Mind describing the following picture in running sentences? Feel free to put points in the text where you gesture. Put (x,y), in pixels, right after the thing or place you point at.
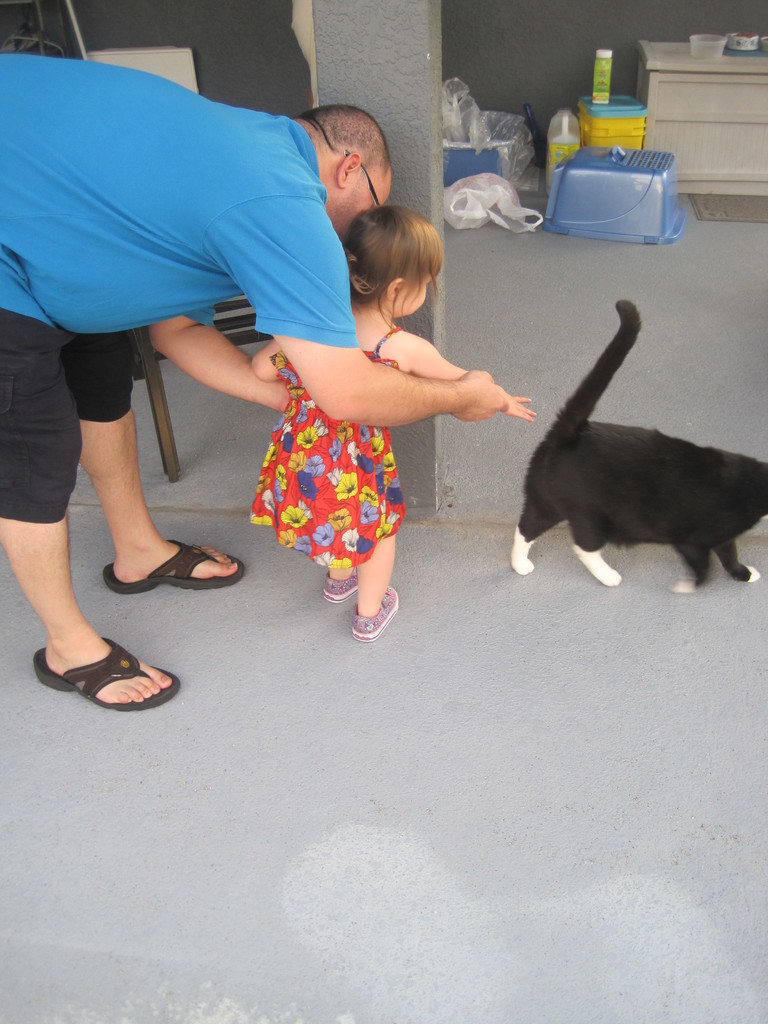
In this image I can see the man (127,431) standing and holding a small girl (349,548). This looks like a black cat (641,517). This is the pillar (412,95). I can see some objects (582,155) placed here. This is a small desk (703,69) with a bowl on it. This looks like the wooden chair (148,354).
